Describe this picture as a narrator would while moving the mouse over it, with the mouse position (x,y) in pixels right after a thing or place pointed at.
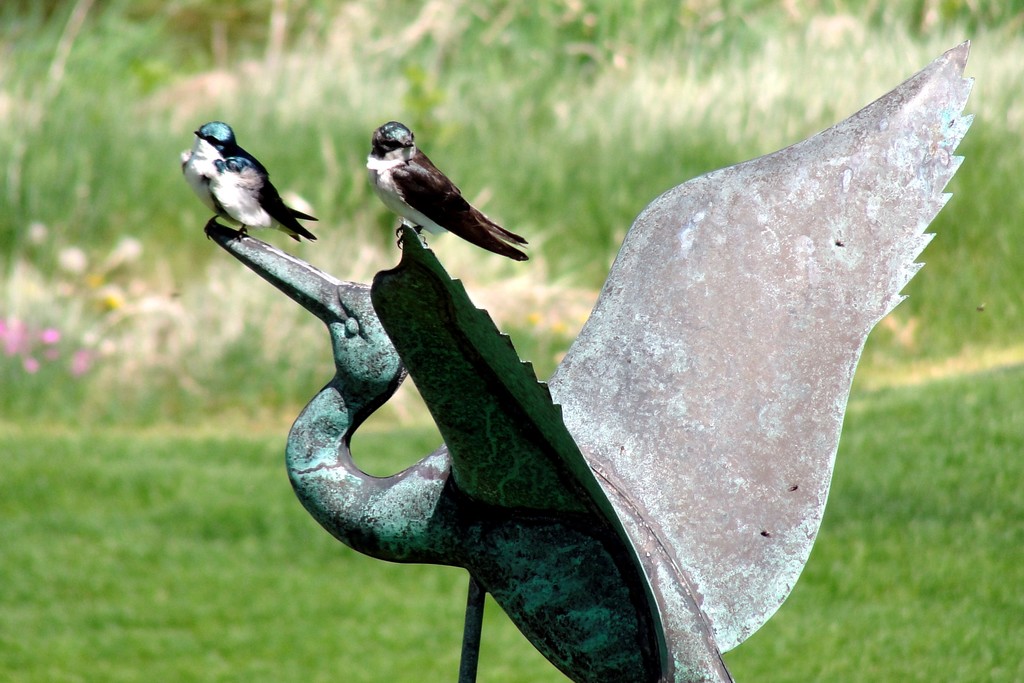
There are two birds (275,210) sitting on the statue (514,441) of a crane (481,454) as we can see in the middle of this image (503,447). It seems like there is a grass (555,146) in the background (821,87).
